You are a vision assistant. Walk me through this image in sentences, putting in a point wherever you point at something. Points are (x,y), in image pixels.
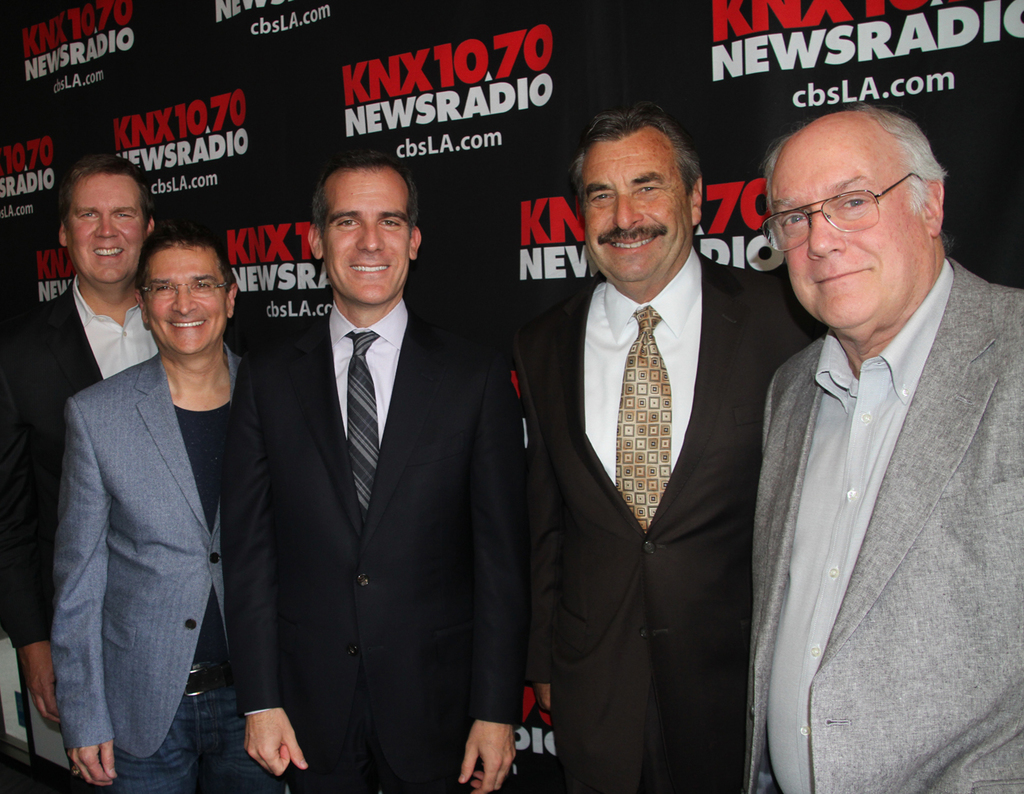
In the foreground of this image (406,552), there are five men (400,529) standing, wearing suits (758,650). In the background (399,107), there is a black color banner wall (265,68).
